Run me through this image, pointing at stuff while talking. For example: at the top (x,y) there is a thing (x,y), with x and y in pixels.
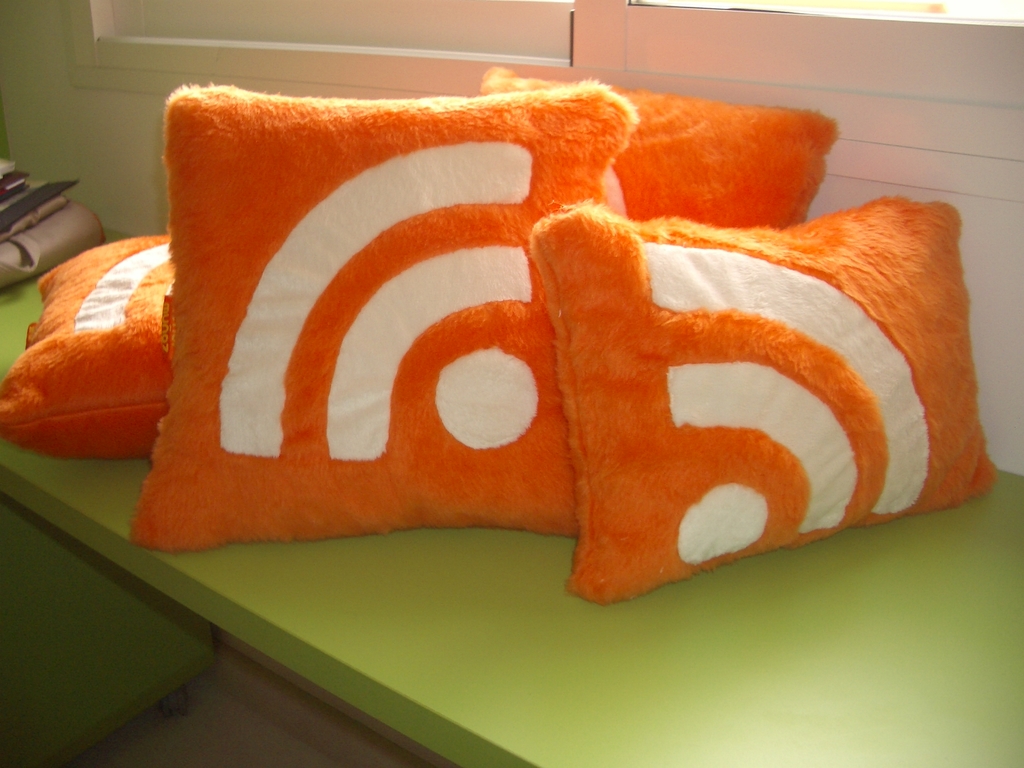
In this image we can see some cushions (528,512) and a bag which are placed on the table (710,657). On the backside (613,82) we can see a wall (642,86).
